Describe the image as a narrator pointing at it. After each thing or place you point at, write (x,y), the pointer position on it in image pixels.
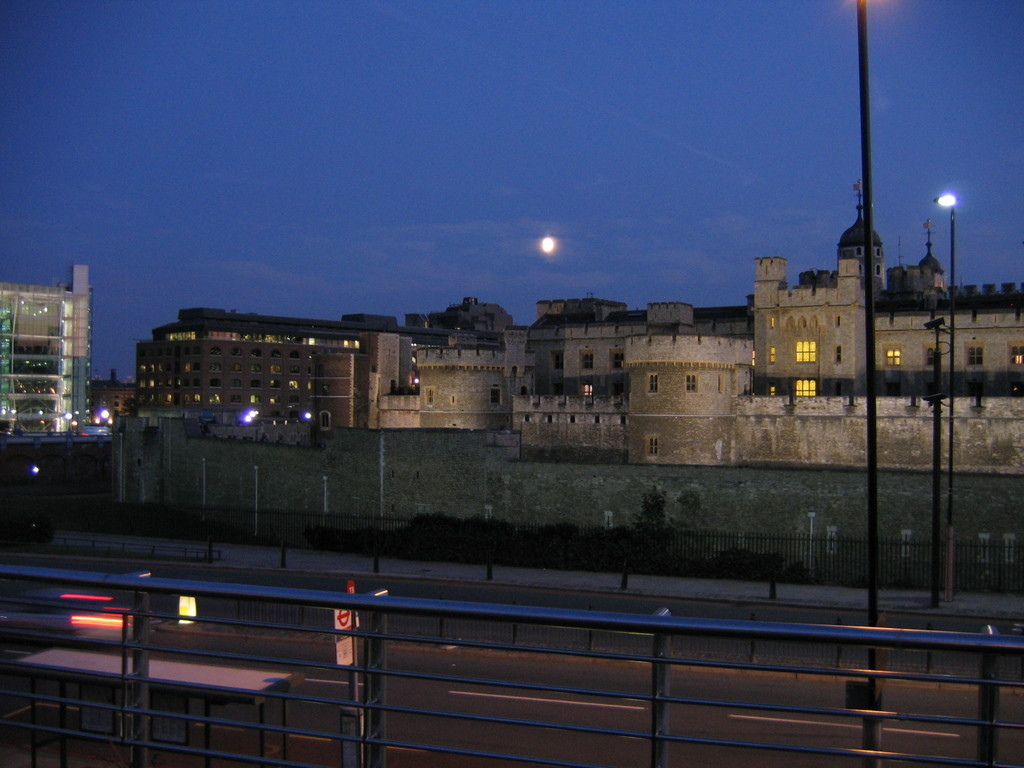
In this image we can see so many buildings (653,372), so many lights (98,623), two street lights (949,199), one bus shelter (268,681), so many poles (935,541), one big wall (964,479), one sign board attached to the pole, one road (318,759), two fences (202,746) and so many trees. Some objects (290,684) on the surface (278,555) and at the top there is a moon (544,246) in the sky (477,221).
